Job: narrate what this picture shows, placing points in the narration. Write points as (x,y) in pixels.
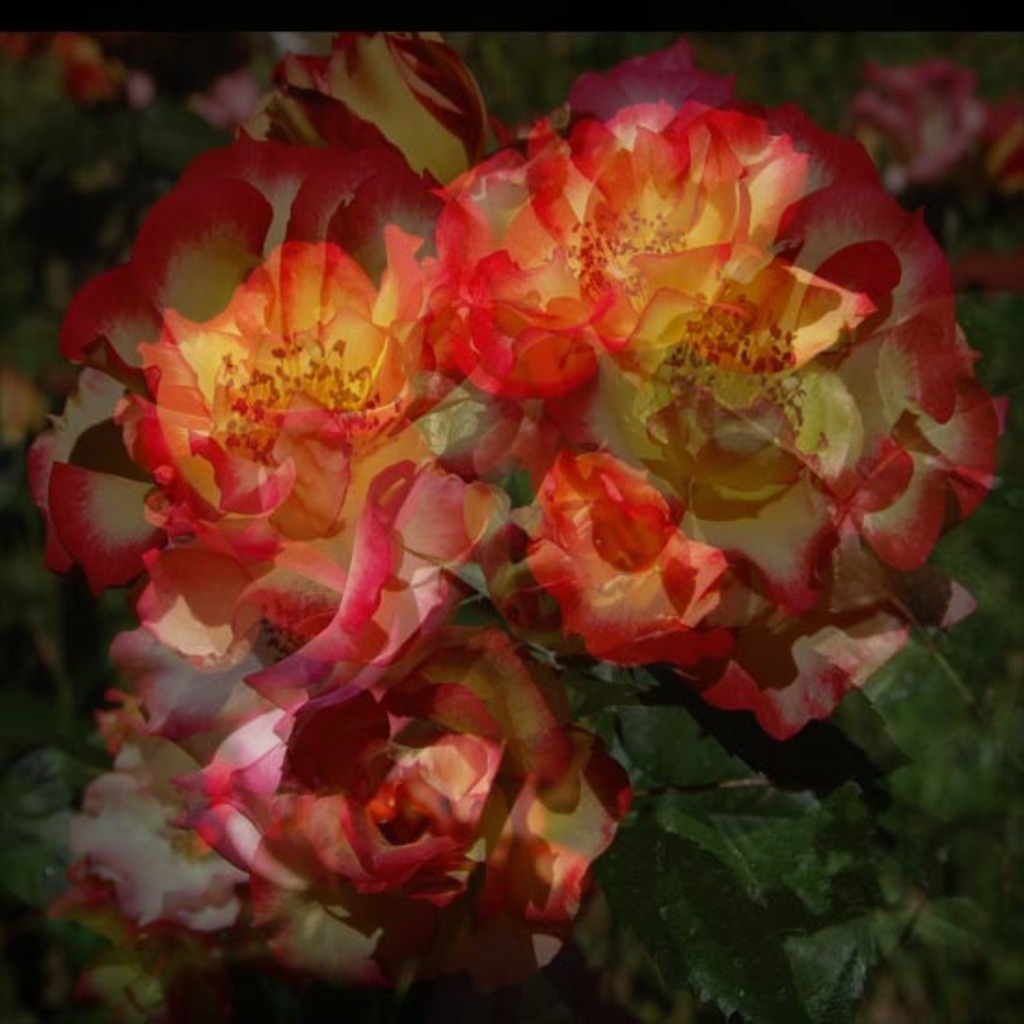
In this picture we can see flowers (992,161) and leaves (769,948).
